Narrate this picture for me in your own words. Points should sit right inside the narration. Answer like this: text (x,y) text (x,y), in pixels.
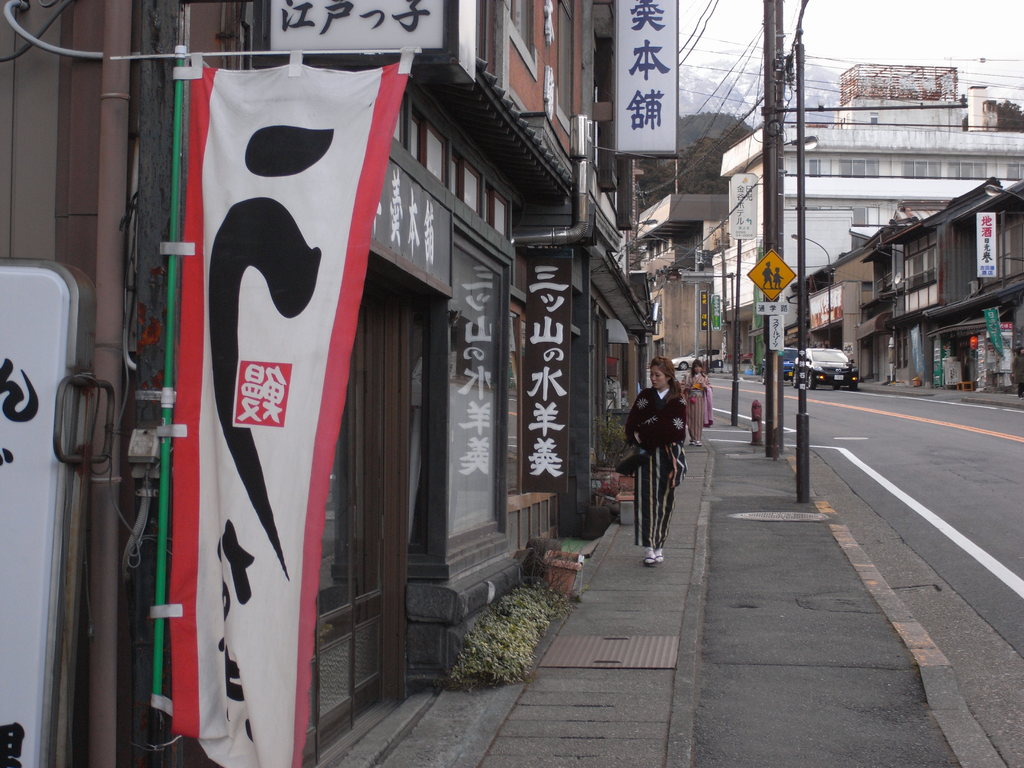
In this picture we can see vehicles (713,364) on the road (886,411), buildings (678,228), poles (766,298), signboard (764,304), banners (992,336) and some people (638,487) walking on a footpath (690,482), plants (475,644).
